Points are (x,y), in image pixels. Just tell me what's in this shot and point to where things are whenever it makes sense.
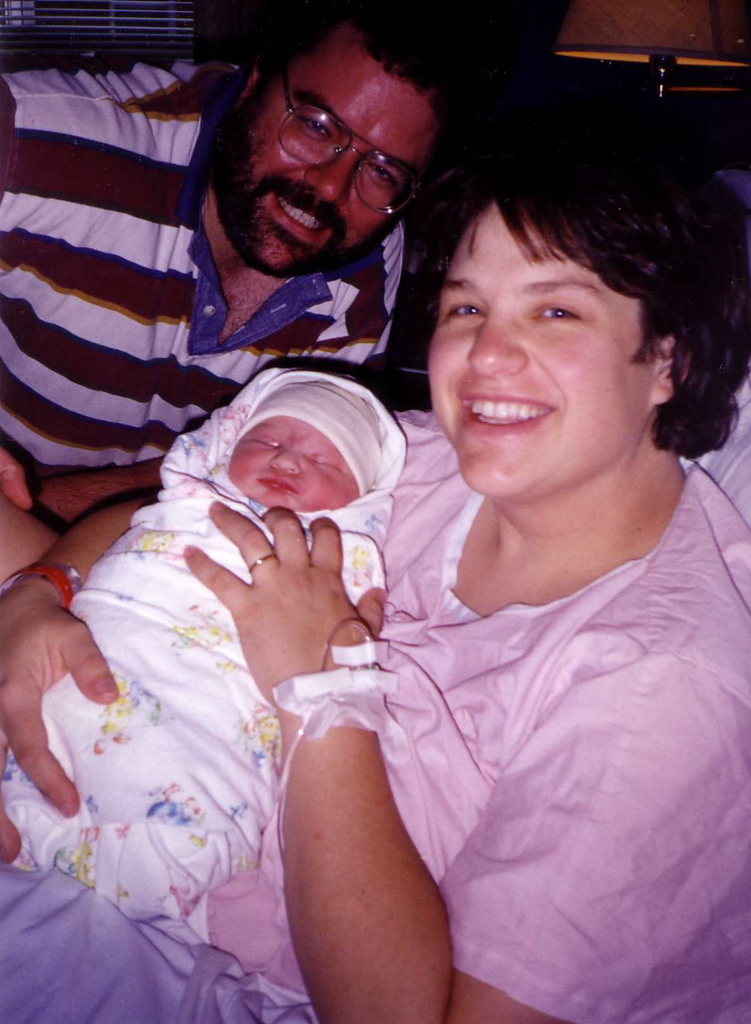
Here a woman (230,597) is holding a little (158,639), she wore a pink color dress (399,795). In the left side (223,365) a man (71,299) is smiling, he wore a t-shirt (141,322).
